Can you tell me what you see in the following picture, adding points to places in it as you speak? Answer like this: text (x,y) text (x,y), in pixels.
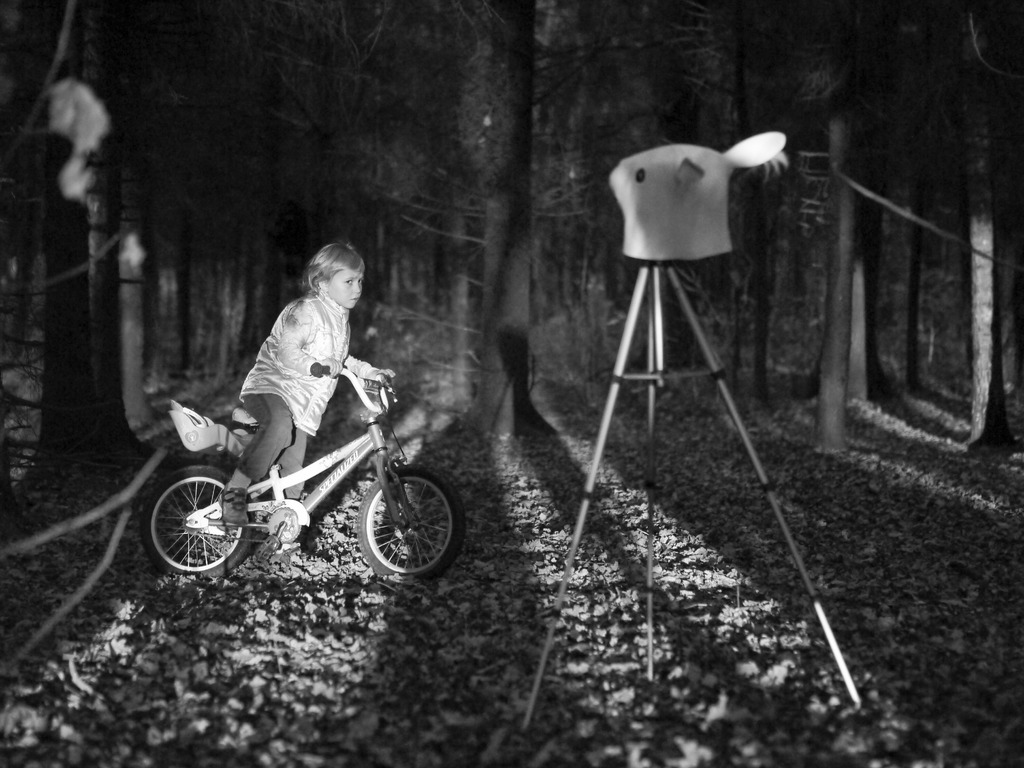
This is a black and white image. There are trees (577,145) on the top (628,145) and leaves (518,587) in the bottom (406,615). There is a camera stand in the middle (671,264) and there is a bicycle (365,525). A kid (322,404) is sitting on the bicycle (239,424).
